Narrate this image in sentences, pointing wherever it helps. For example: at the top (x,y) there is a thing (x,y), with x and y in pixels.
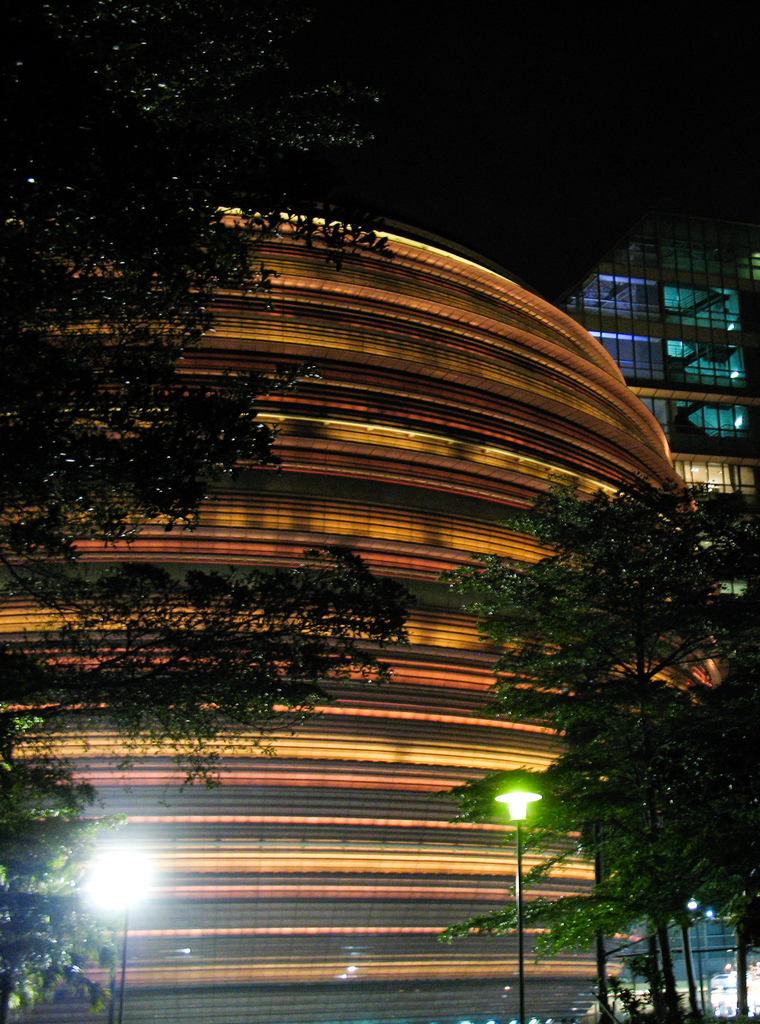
In this image we can see some buildings (535,389) and at the foreground of the image (332,568) there are some lights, trees (353,615).
